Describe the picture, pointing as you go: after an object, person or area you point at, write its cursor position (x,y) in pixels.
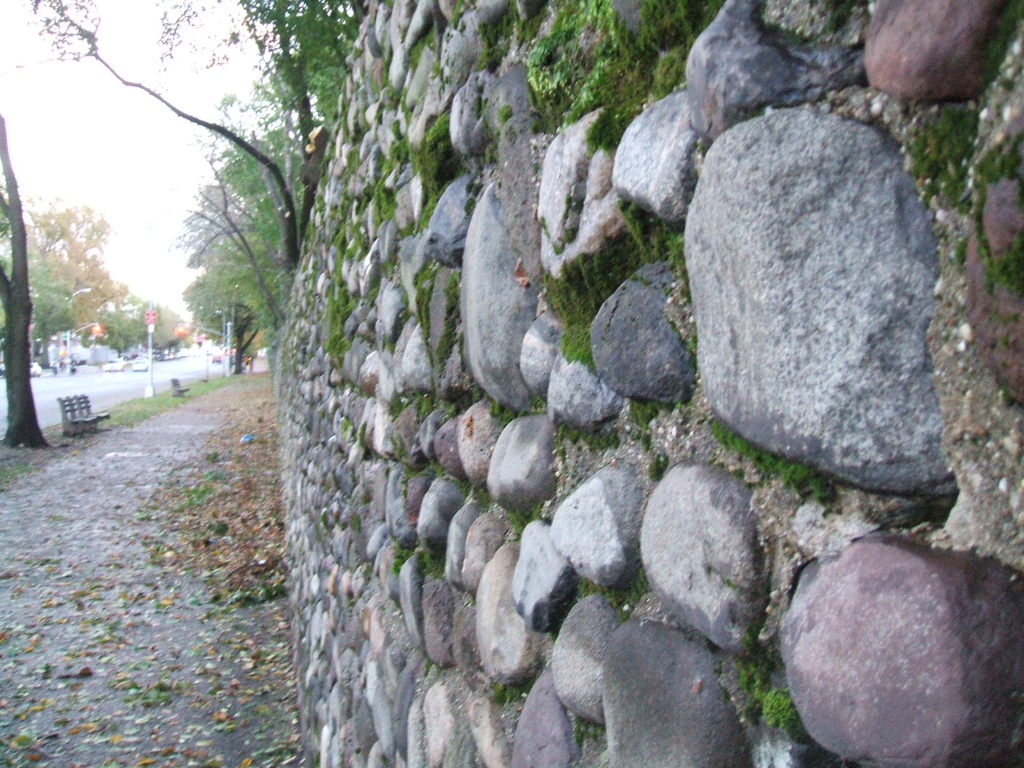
In this picture we can see a stone wall (490,381) and on the left side of the wall (507,389) there is a bench (81,412), trees (30,425), poles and some vehicles (214,356) on the road (91,371). Behind the trees (20,296) there is a sky (34,104).
